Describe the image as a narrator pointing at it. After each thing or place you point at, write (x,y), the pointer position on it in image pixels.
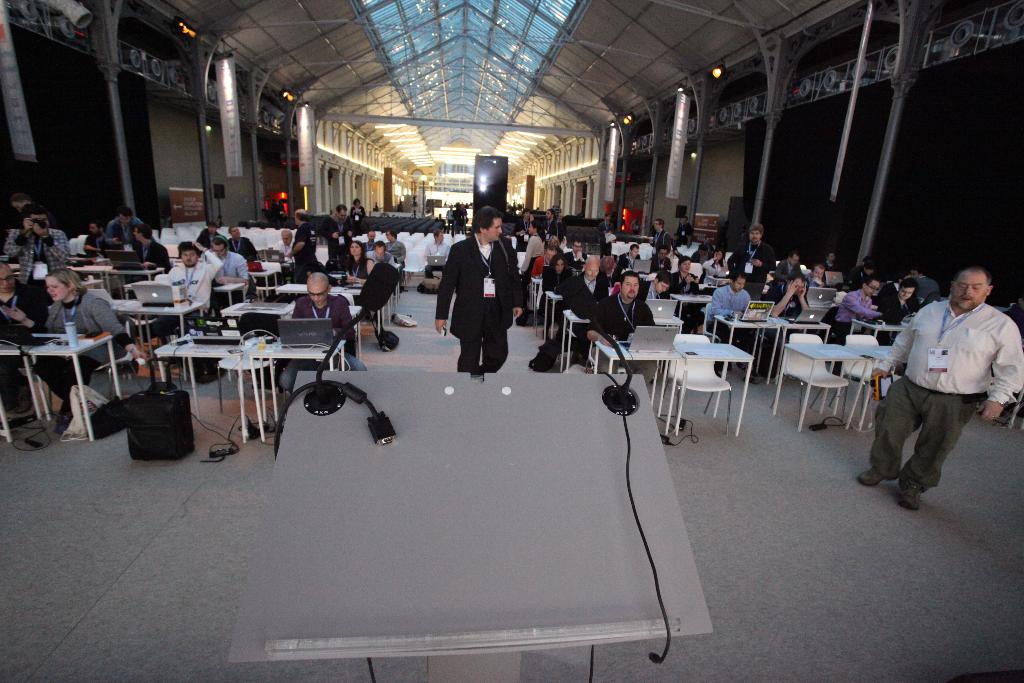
In this image we can see many people (223,264) sitting on chairs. Some are standing and they are wearing tags (342,244). Also there are tables (152,270) with laptops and there are many other items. In the back (324,147) we can see lights (443,157). Also we can see pillars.
